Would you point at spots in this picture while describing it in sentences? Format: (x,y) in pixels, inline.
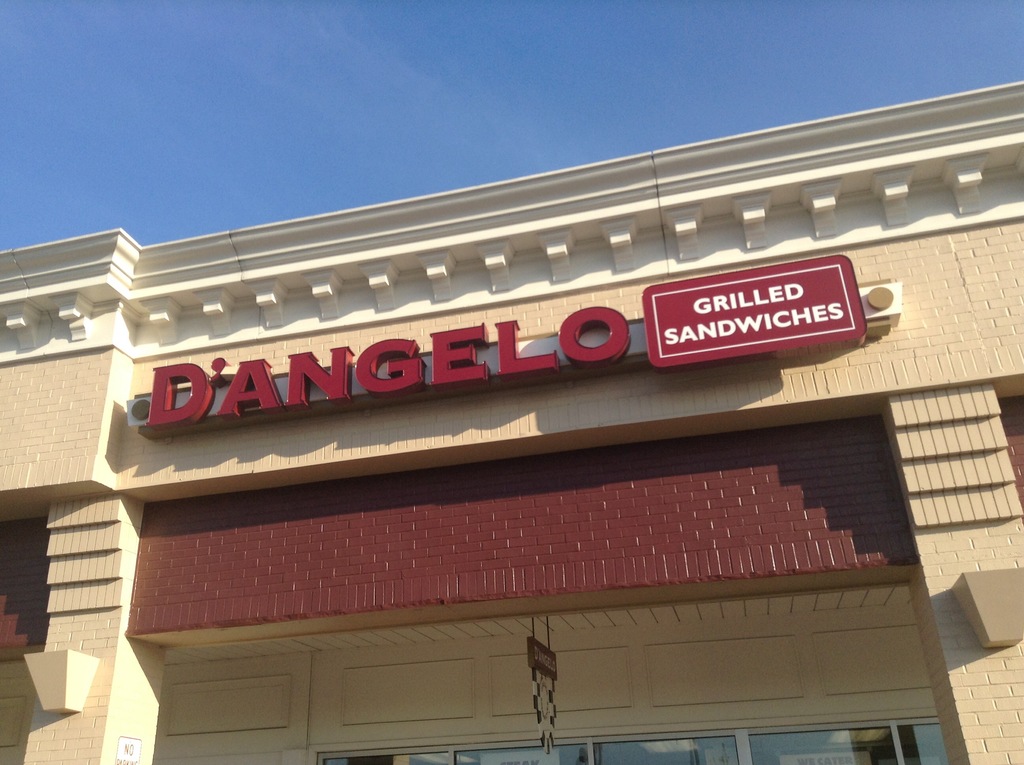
In this image I can see the building (613,593) which is brown, cream and white in color and a red colored board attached to the building (415,316). In the bottom of the image (411,760) I can see the glass door (411,760) and in the background (345,143) I can see the sky (348,53).
